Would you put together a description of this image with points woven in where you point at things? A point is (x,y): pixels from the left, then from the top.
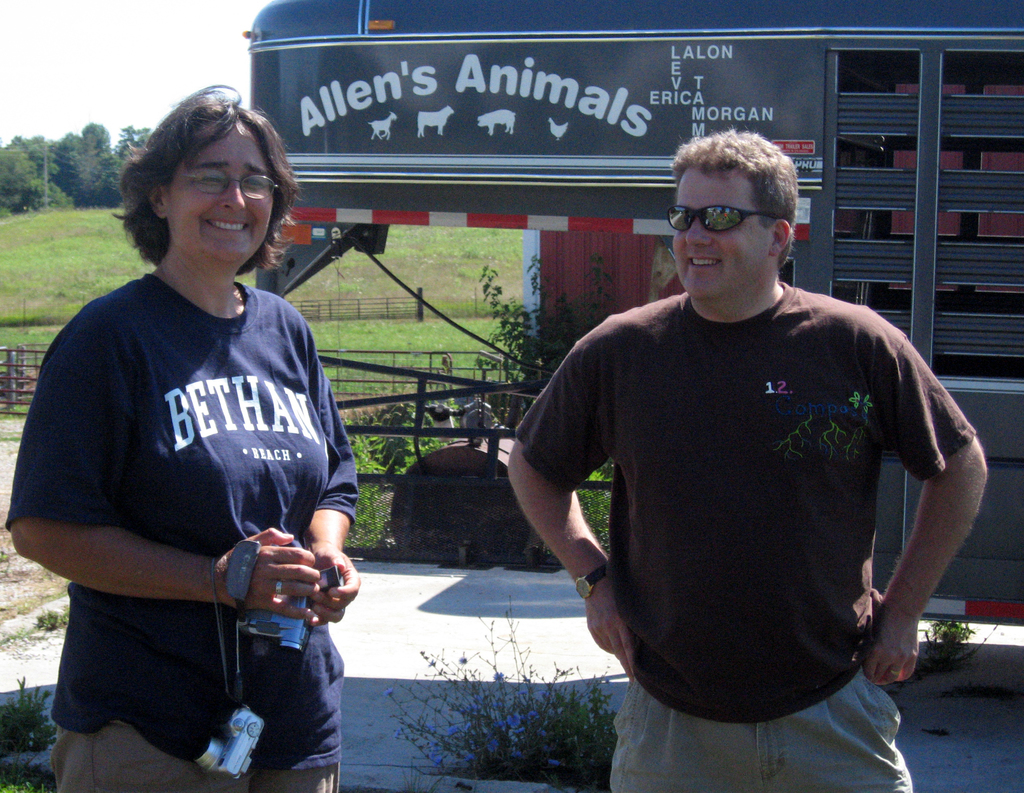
In this image I can see two persons (735,433). The persons (788,505) at right (850,514) wearing brown shirt (787,491), cream pant (891,743) and the person (204,560) at left (217,562) wearing blue shirt (172,513), cream pant (131,755). At the back (729,65) I can see a stall (718,71) and a board (469,56) in gray color and trees (27,149) in green color and sky (86,72) in white color.
